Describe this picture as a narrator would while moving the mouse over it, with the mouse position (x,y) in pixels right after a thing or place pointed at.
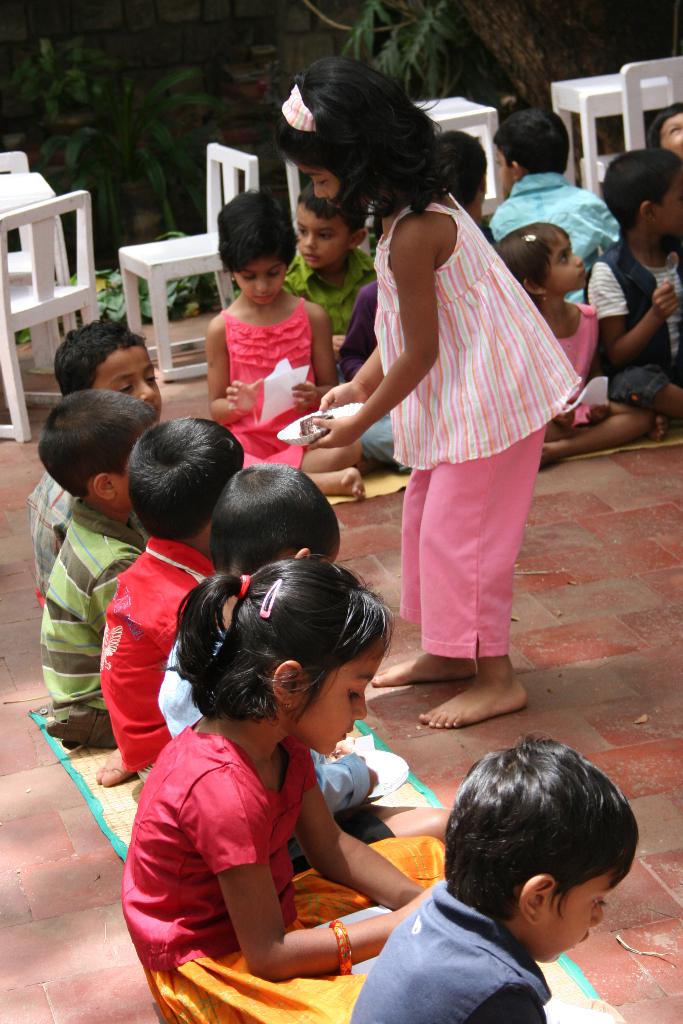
In the image we can see there are children (291,447) sitting and one is standing, they are wearing clothes (458,381). Here we can see chairs (163,250), floor (551,641) and the leaves (91,79).
